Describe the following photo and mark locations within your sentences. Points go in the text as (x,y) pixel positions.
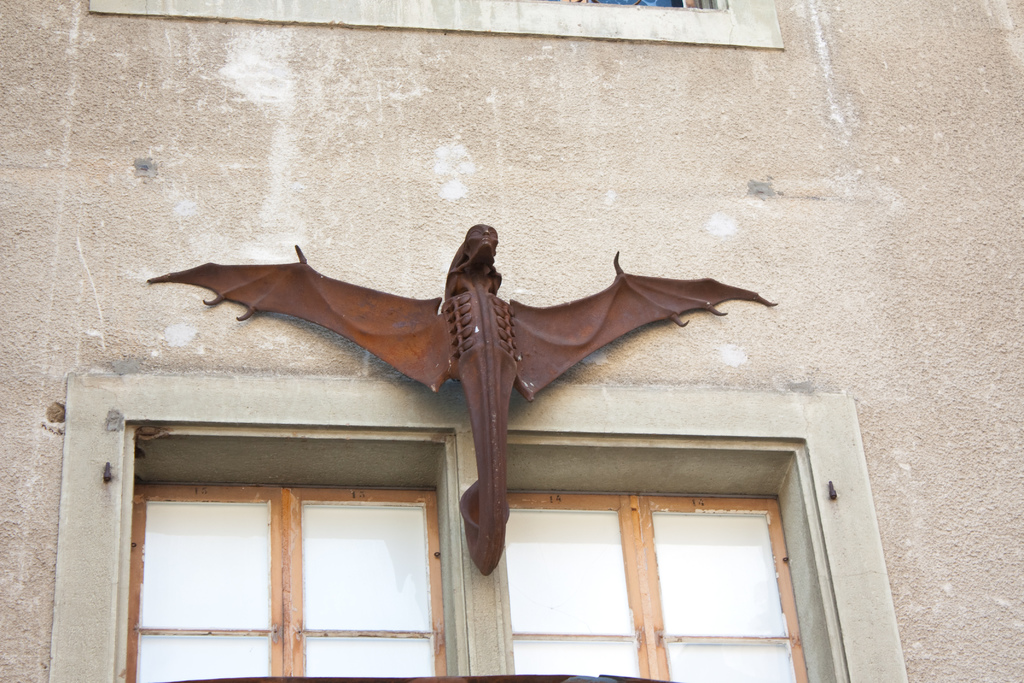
In the image there is a statue (466,369) of some animal (425,328) fit to the wall (407,157) and under the statue (487,390) there are two windows (537,564).
